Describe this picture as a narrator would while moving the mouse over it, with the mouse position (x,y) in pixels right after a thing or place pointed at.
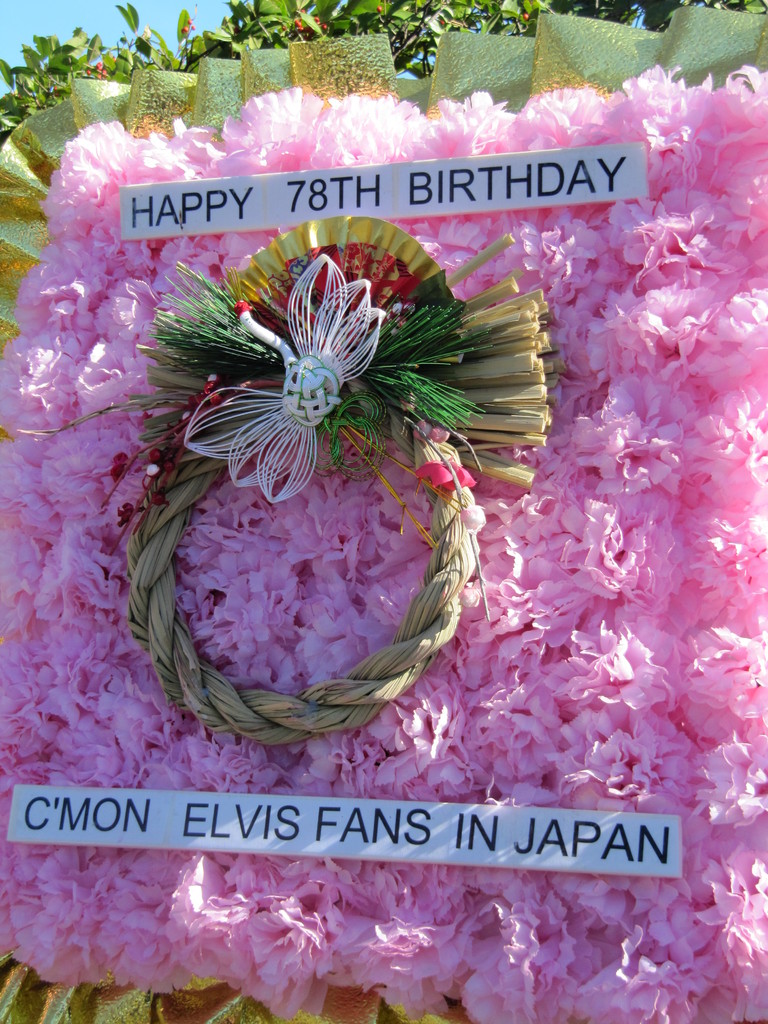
These are the paper flowers (537,596) in pink color and there is a board (531,194) of 78th birthday, behind it there are leaves (63,81).
